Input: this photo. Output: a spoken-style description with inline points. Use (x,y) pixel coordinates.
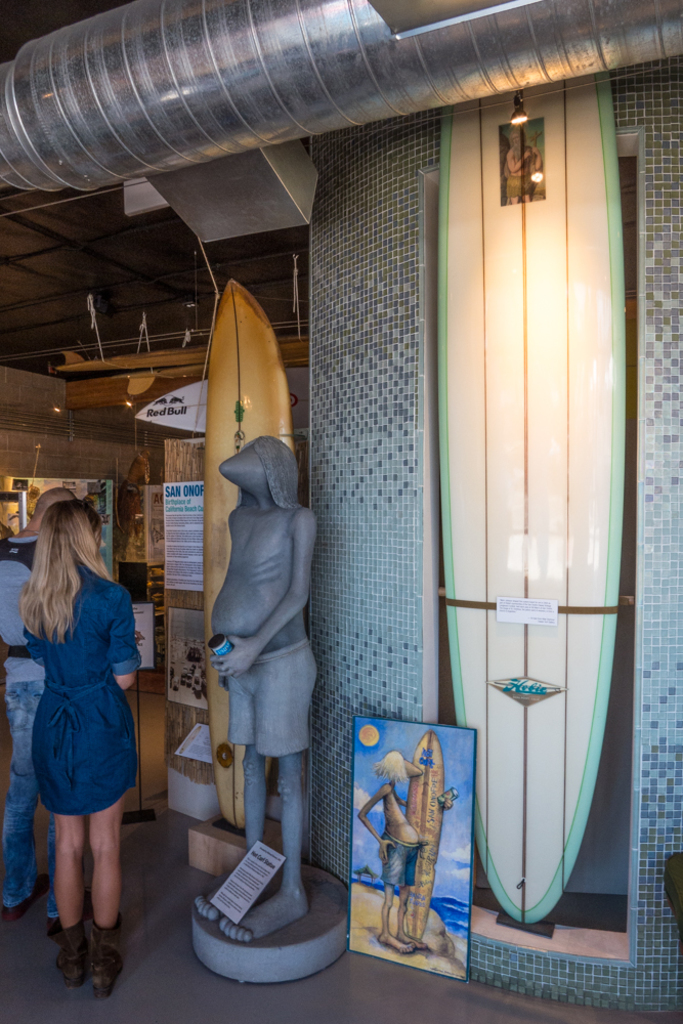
In this image there are two people (35,630) standing, in front of them there are posters (103,501), and surfing boards (214,597), beside them there is a statue (262,728) with some text (253,869) beneath it, beside the statue (235,720) there is a photo frame (411,729) and surfing board (516,266) on the display (430,479), at the top of the store (416,346) there are lamps (131,405), ropes (217,291) and there is a metal pipe (215,81).
